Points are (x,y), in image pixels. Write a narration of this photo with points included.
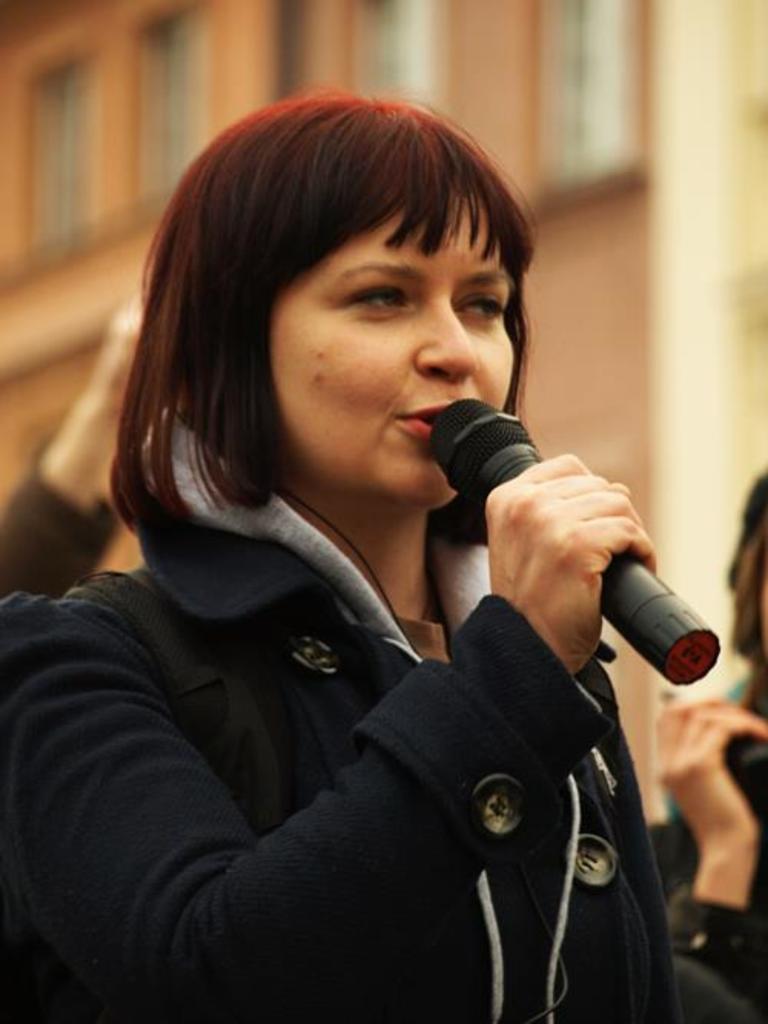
In this image I can see a woman (447,506) holding a mic (665,624). At the background (645,177) there is a building (665,244).
